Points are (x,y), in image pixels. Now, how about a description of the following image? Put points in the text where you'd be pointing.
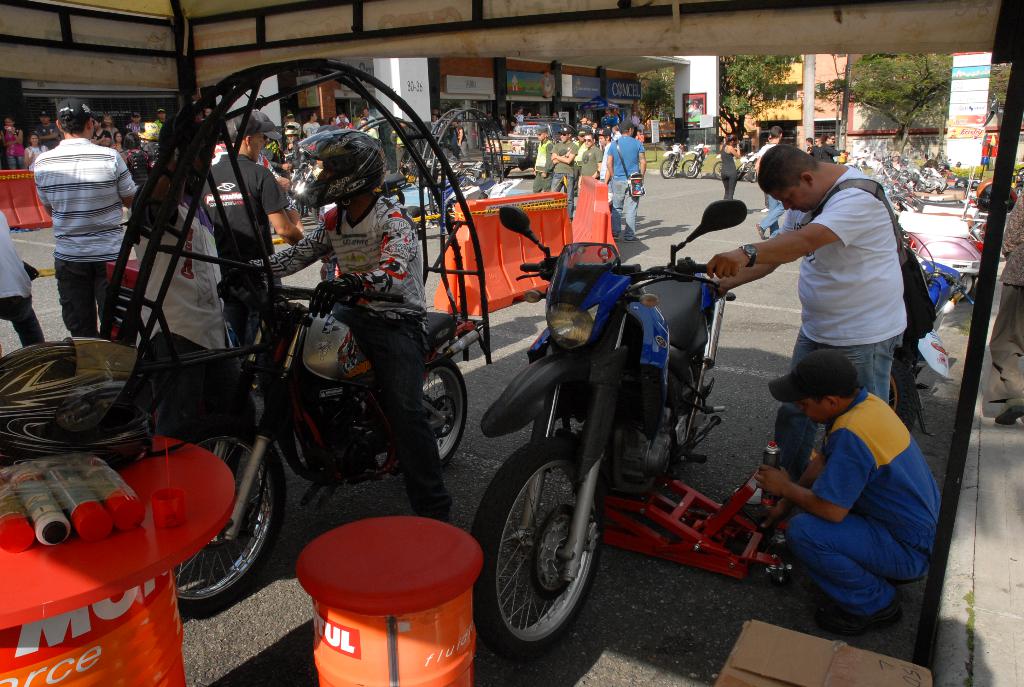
In the image we can see there are people (547,134) who are standing and people (366,264) are sitting on the bike (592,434) and they are servicing the bike (587,457).
